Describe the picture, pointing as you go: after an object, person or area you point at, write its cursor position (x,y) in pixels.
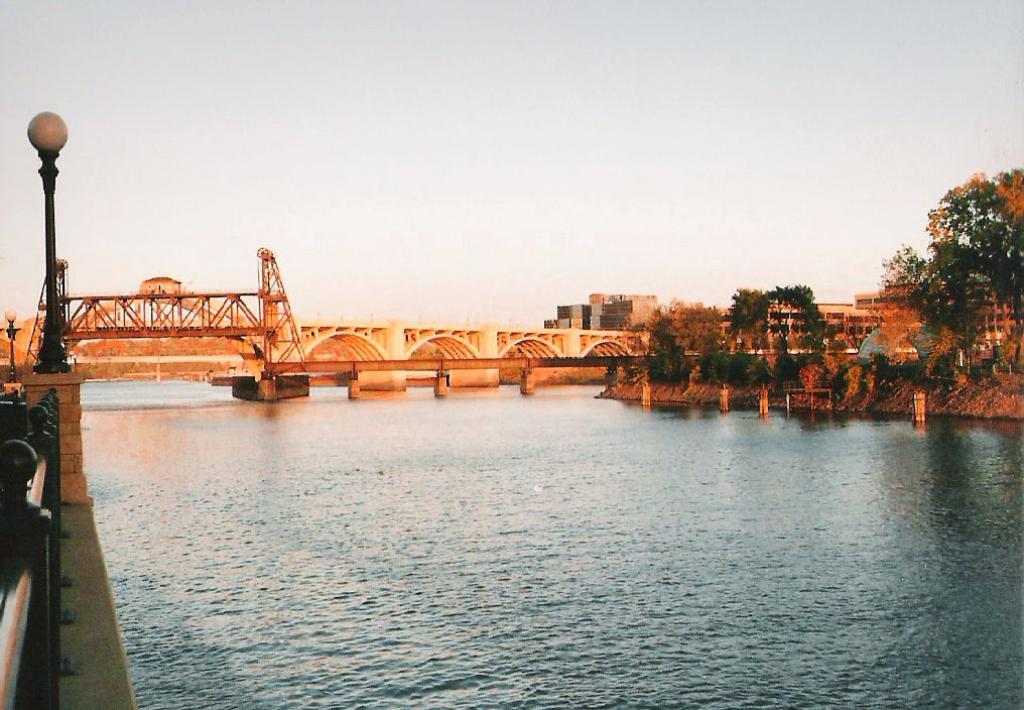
In this picture I can see the bridge (261,350). At the bottom (366,574) I can see the water flow (411,543). On the right (699,365) I can see the trees (697,313), plants (716,365), grass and buildings (868,312). On the left (57,119) I can see the street lights (54,206), road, fencing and other objects (6,389). At the top (529,82) I can see the sky (295,181).
